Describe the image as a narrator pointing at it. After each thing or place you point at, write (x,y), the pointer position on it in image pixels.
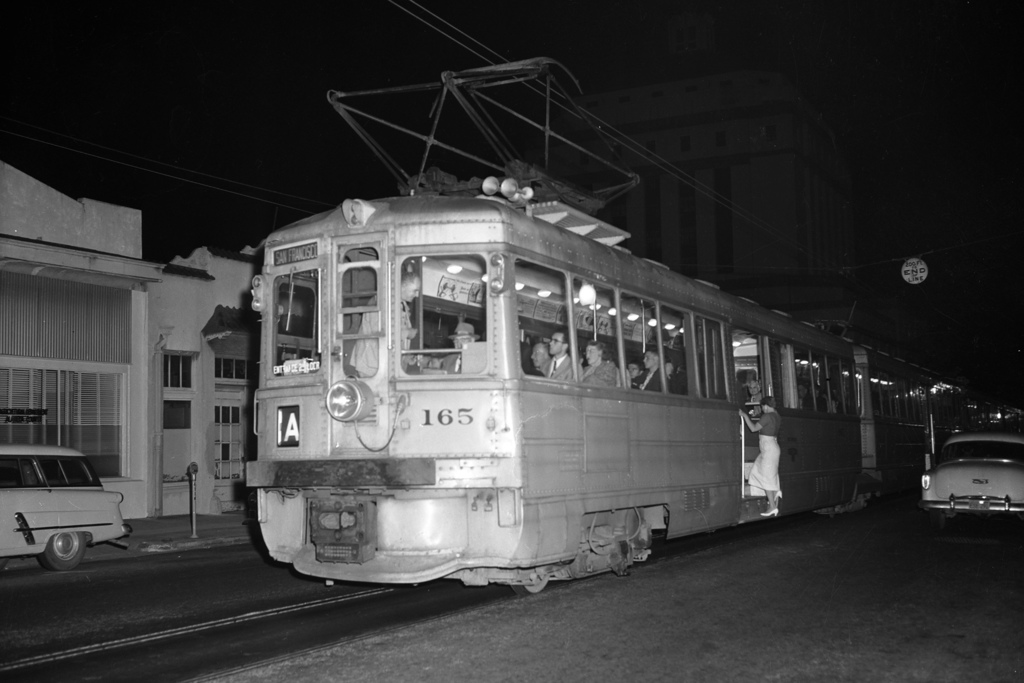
In this picture I can see the path (553,598) in front (21,651), on which I can see 2 cars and a train (569,259). In the train (569,259) I can see number of people (408,314) and I can see the lights (672,325). On the top of this picture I can see the wires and in the background (243,308) I can see few buildings (14,293) and I can see the sky (378,106) which is dark.
